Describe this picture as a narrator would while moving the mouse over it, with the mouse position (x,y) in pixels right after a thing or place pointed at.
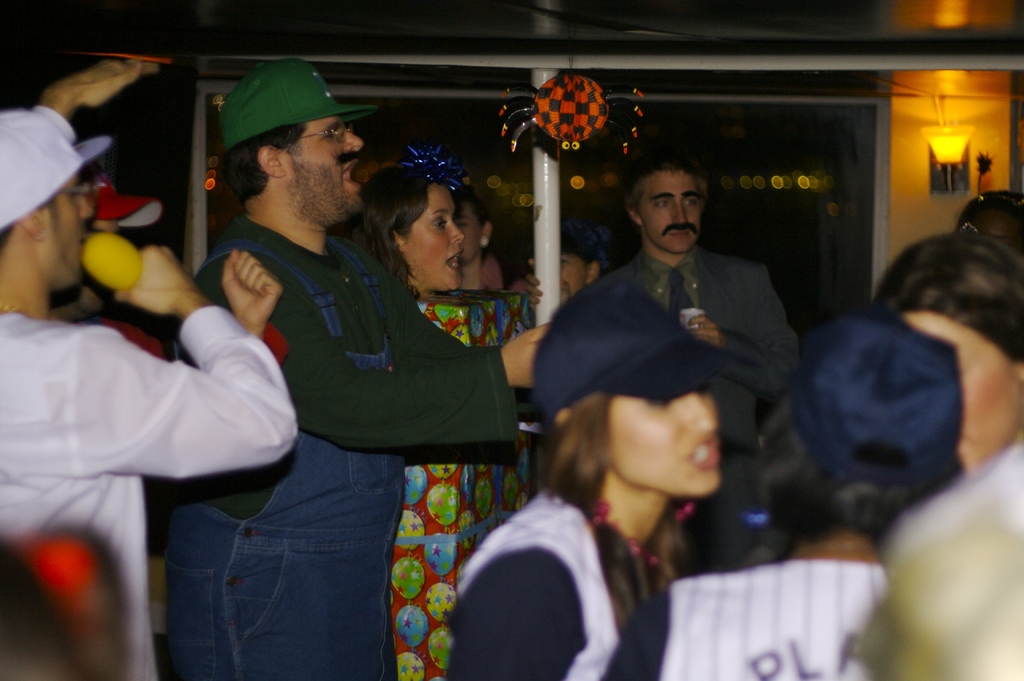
In this image, we can see some people (275,551) standing and at the right side (954,185) we can see a light (949,145).
